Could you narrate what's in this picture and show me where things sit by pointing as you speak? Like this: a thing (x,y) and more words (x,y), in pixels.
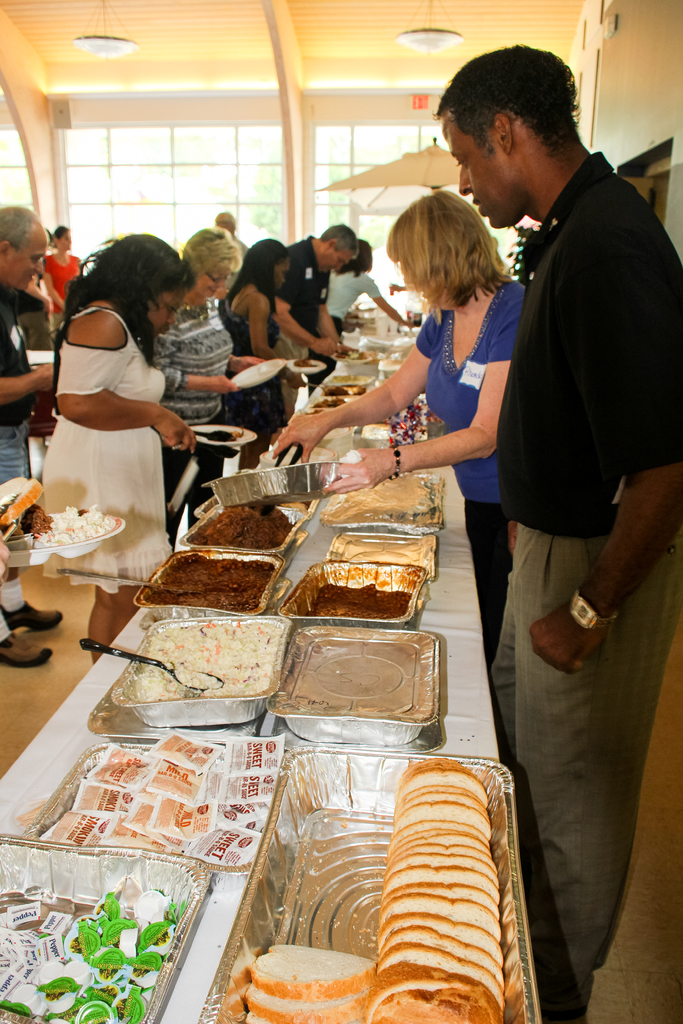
On the left side (139,348), there are women (226,417) and men (315,287) on the floor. Some of them are holding plates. On the right side (590,367), there is a person (617,177) in a black color t-shirt (583,254), standing in front of a table (327,649), on which there are food items (132,820) arranged. Beside him, there is a woman (496,312) in a blue color t-shirt (444,409), holding a plate (296,471) with a hand (377,451) and standing. In the background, there are windows (384,146) and there are lights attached to the roof (513,28).
